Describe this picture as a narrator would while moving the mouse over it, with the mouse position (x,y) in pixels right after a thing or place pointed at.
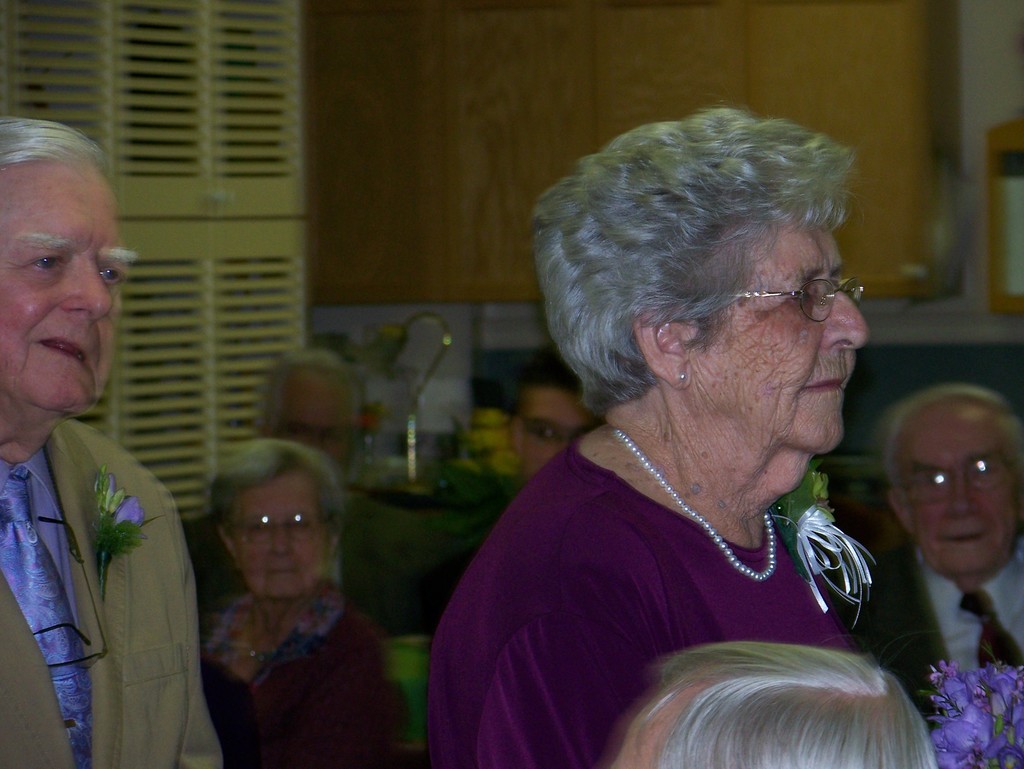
In this image we can see an old lady (536,517) and man (92,390). In the background of the image (275,441) there are people (943,417) sitting on chairs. There is cupboard (224,282). There is a table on which there are objects (505,453). There is wall (911,324). There is a wooden board (695,55). At the bottom of the image (747,642) there is person (920,749). To the right side of the image (949,688) there are flowers (953,712).
